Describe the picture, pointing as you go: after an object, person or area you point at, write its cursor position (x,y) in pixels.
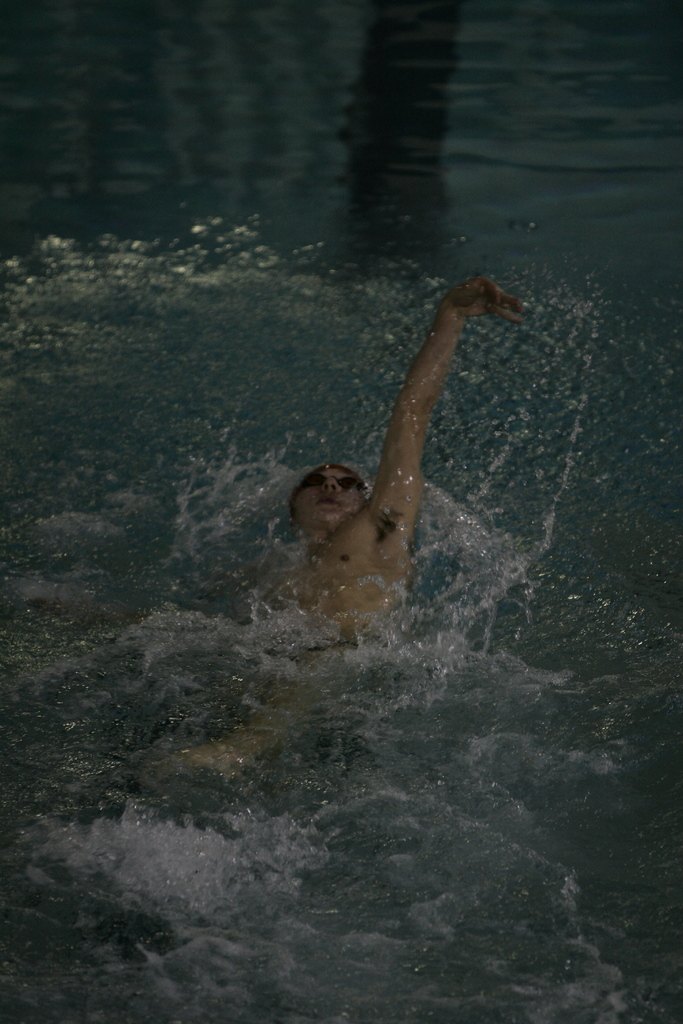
In this image, we can see a person (342,598) is swimming in the water (378,657).
